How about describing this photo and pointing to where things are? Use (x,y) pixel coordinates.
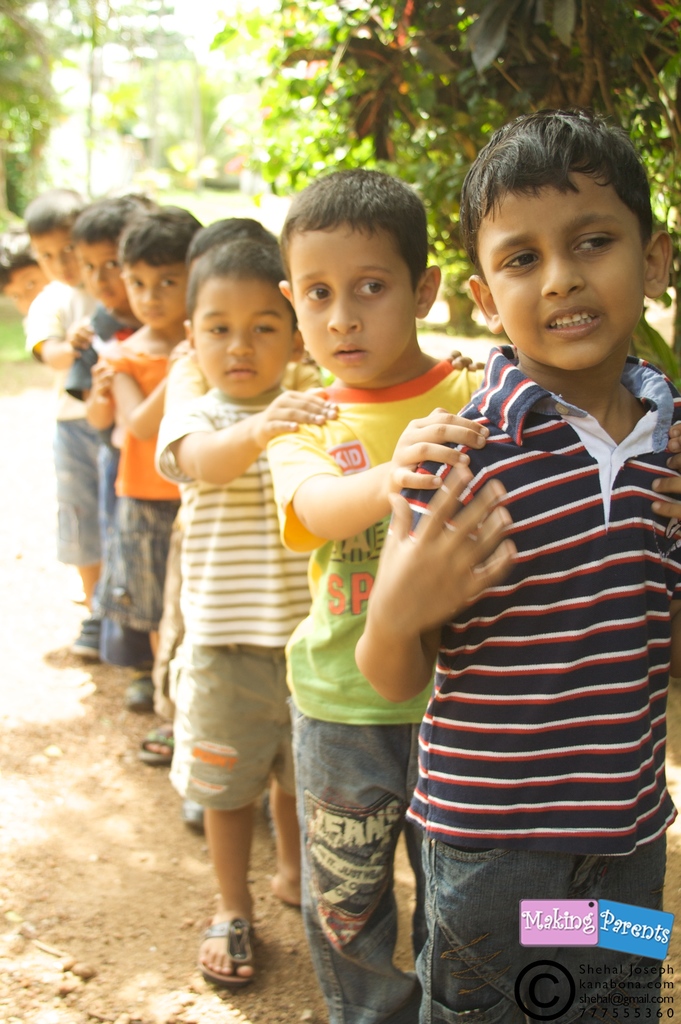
This picture consists of there are few boys (216,445) standing in a line at the top (361,81) there are some trees (579,66) visible.
